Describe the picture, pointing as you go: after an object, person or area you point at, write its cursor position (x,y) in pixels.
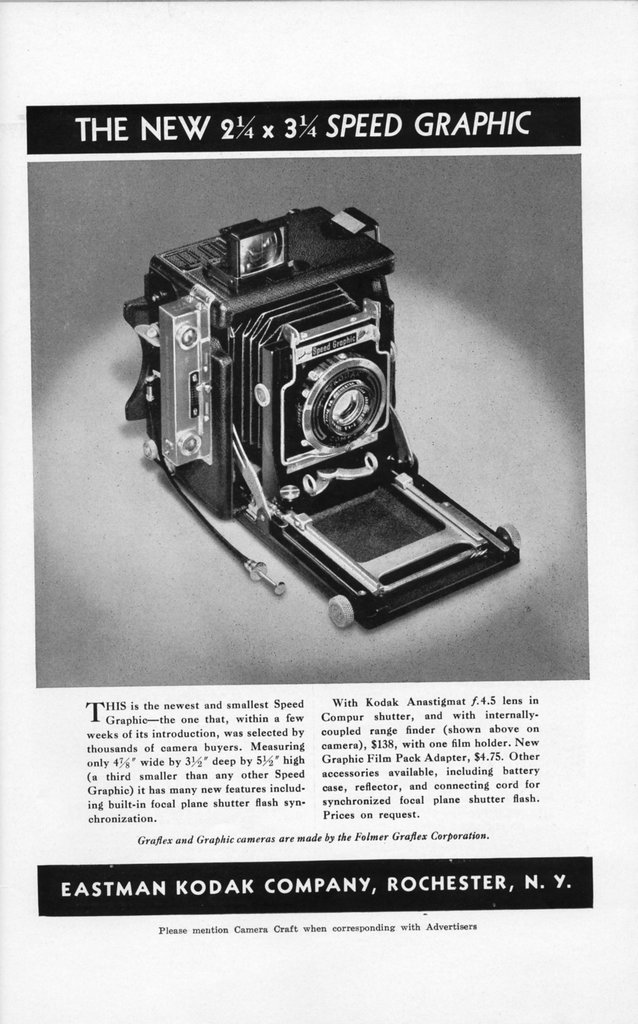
In this image we can see a paper (447,631) in which a camera picture (169,525) is there and some text (297,804) was written on the paper (376,892).
